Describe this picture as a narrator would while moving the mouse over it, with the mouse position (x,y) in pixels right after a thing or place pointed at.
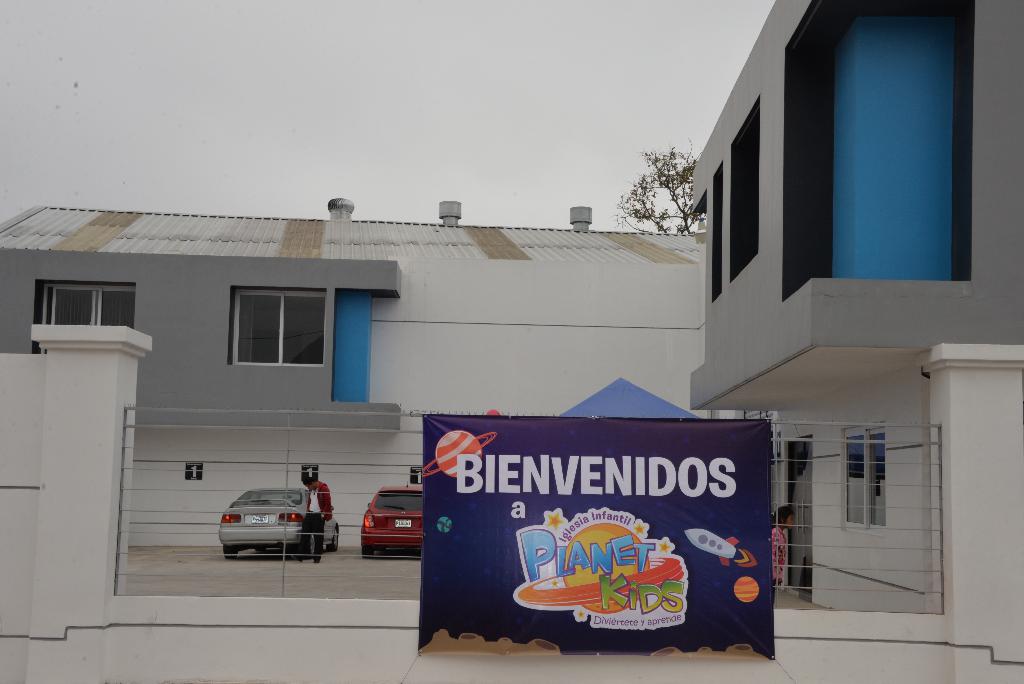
In this picture I can observe a flex (564,453). Behind the flex (481,526) there are some cars (412,524) parked in the parking lot (289,563). In the background (624,331) I can observe a building (340,307) and sky (312,140).
